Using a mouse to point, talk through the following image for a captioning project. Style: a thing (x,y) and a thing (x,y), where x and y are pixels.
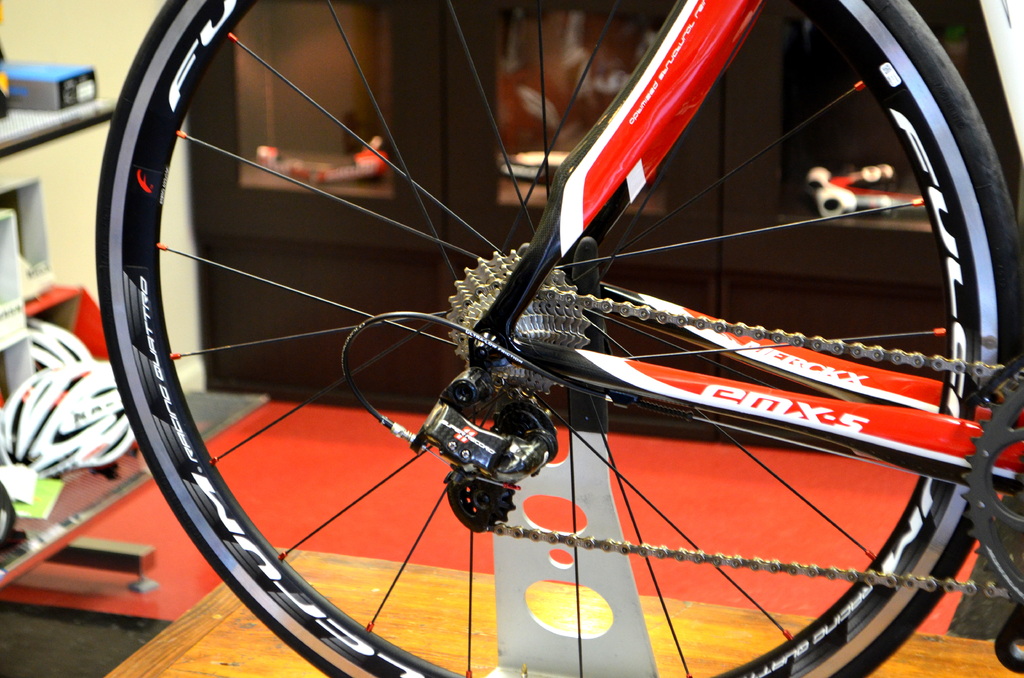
In this image we can see the part of a bicycle (953,571) and there is some text (938,194) on the wheel (996,267). On the left side of the image (48,310) we can see a rack (138,481) with helmets (121,427) and some other objects (11,497) and in the background (262,57), we can see an object (391,310) which looks like a cupboard (891,318) with some things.
